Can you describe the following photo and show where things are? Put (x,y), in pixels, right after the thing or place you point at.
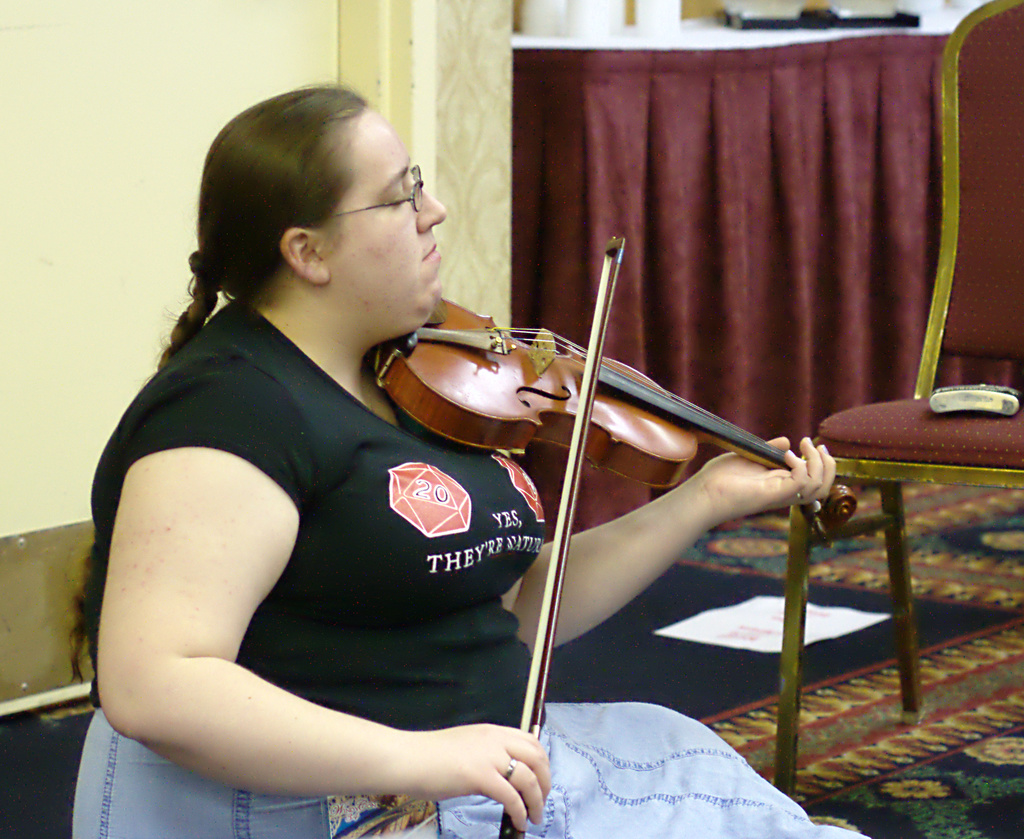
In this image I can see a woman (497,459) playing the violin (468,418) and she is wearing the black color t-shirt (349,567). To the right (854,355) there is a chair (868,421) and a curtain (806,247) can be seen and they are in maroon color. I can also see a carpet (731,659) on the floor (889,782).
